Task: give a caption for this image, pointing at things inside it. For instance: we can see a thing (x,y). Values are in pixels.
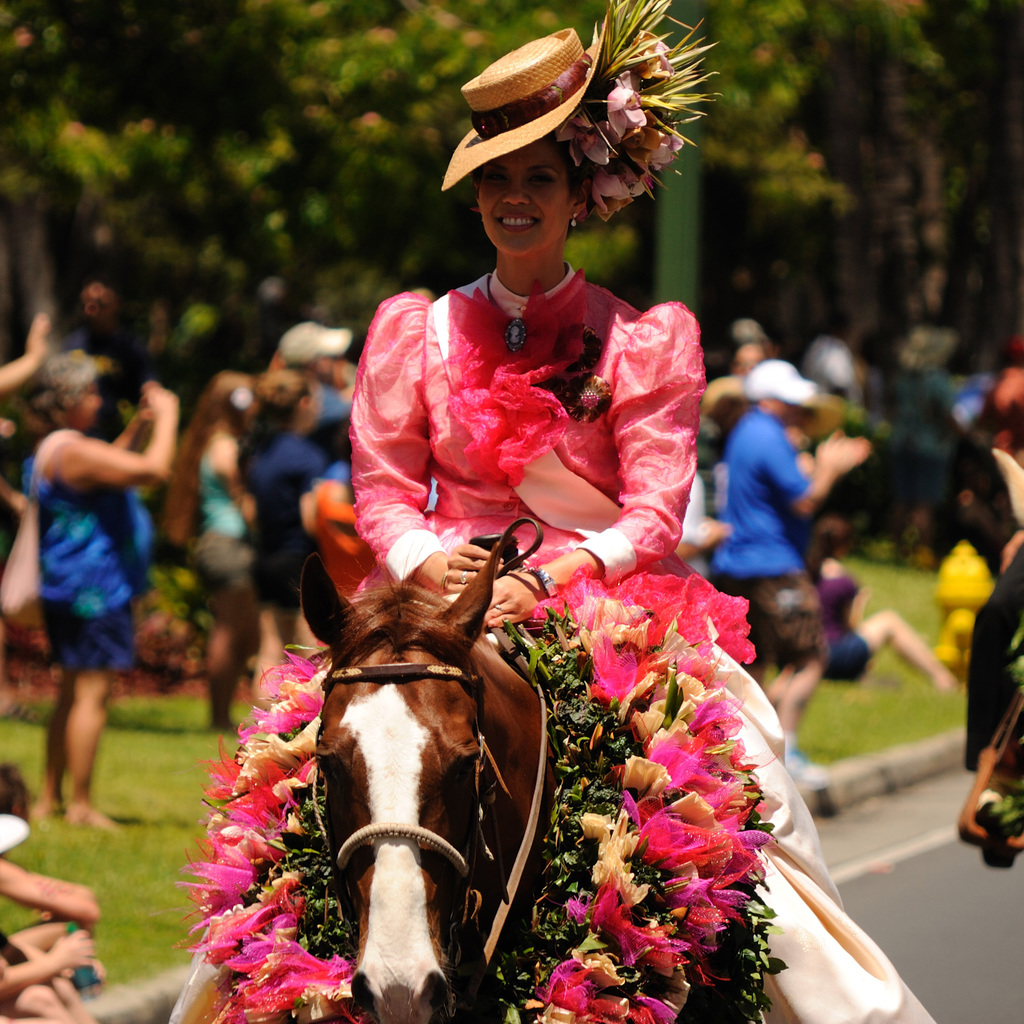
In this picture there is a woman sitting on the horse (449,807) and some people (254,479) behind
